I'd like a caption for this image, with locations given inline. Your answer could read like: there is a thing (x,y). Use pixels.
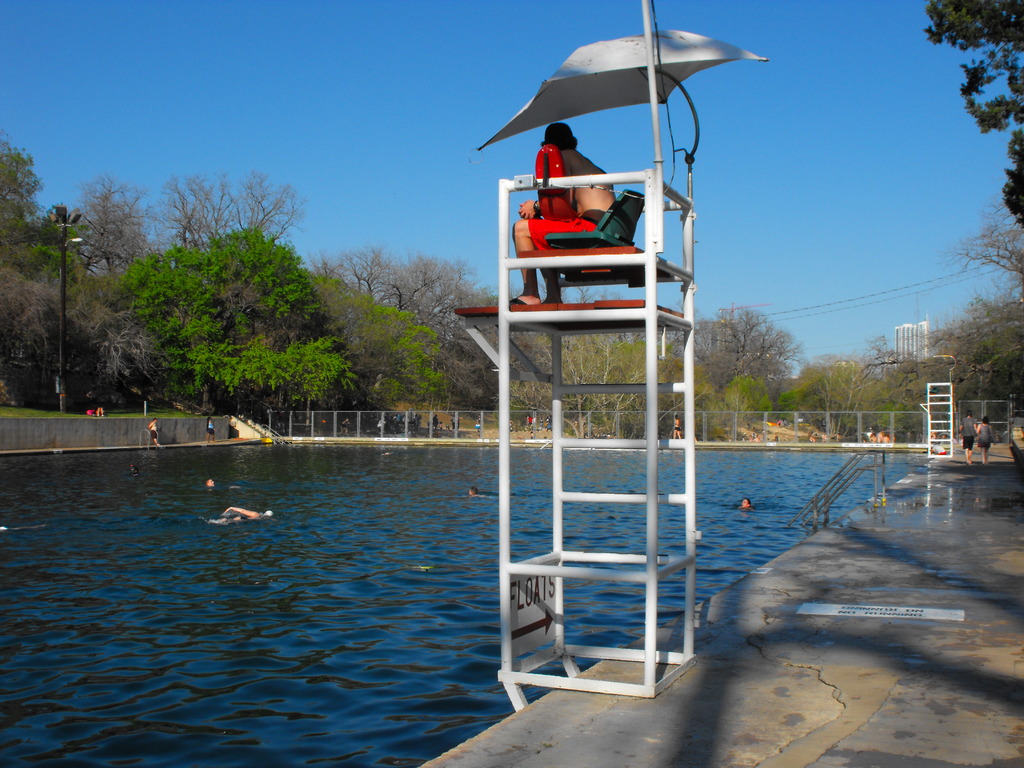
In this image we can see a person (583,191) sitting on a chair (585,237) in the top (587,224) and in the background of the image (726,346) there are some persons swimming in the pool (451,602), there is fencing (442,437), there are some trees (937,332) and top of the image (716,223) there is clear sky (784,240).
